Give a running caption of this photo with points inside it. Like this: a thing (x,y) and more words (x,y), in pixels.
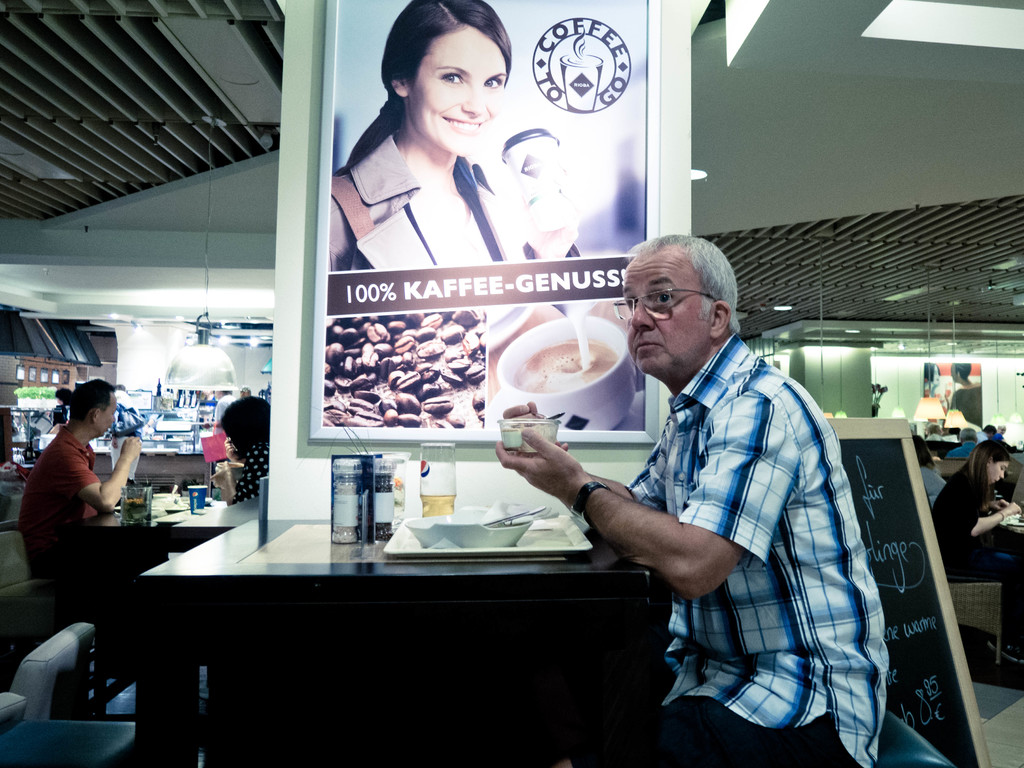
In this image we can see people (770,519) sitting on the chairs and tables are placed in front of them. On the tables (604,550) there are crockery (471,543), cutlery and salt and pepper sprinklers (376,510). In addition to this we can see advertisement boards (573,197), electric lights (203,352) and plants (47,397).
